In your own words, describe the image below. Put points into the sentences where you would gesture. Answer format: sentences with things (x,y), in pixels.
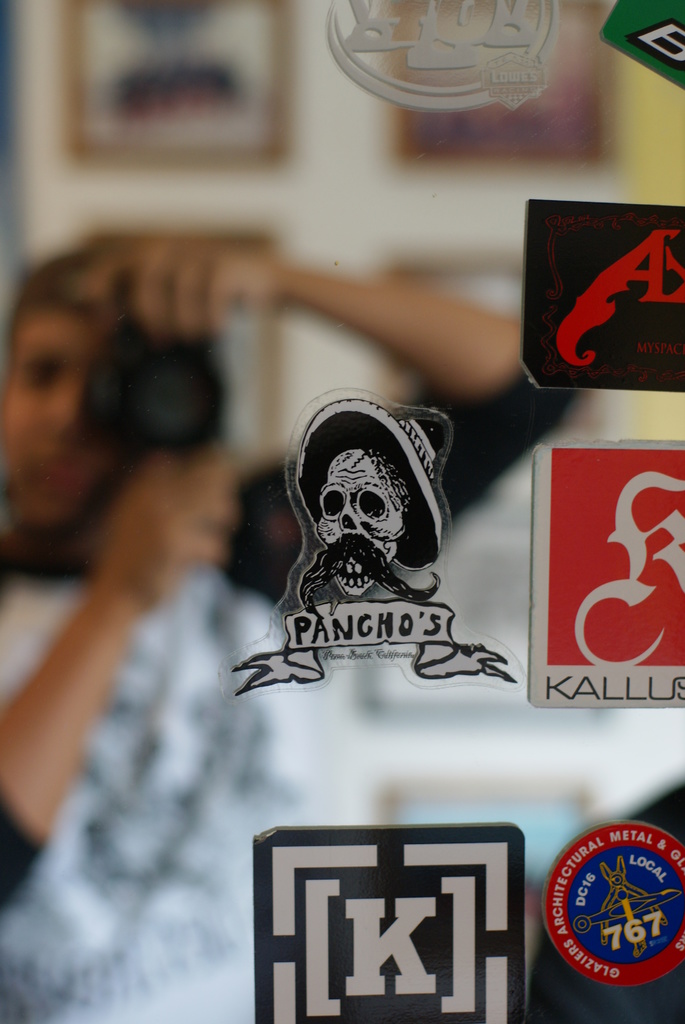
In this image we can see some stickers (372,531) on the mirror (184,575), also we can see reflections (500,351) of a man (293,299) taking pictures using a camera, and some photo frames (463,114) on the wall (482,176), also we can see the background (441,220) is blurred.
